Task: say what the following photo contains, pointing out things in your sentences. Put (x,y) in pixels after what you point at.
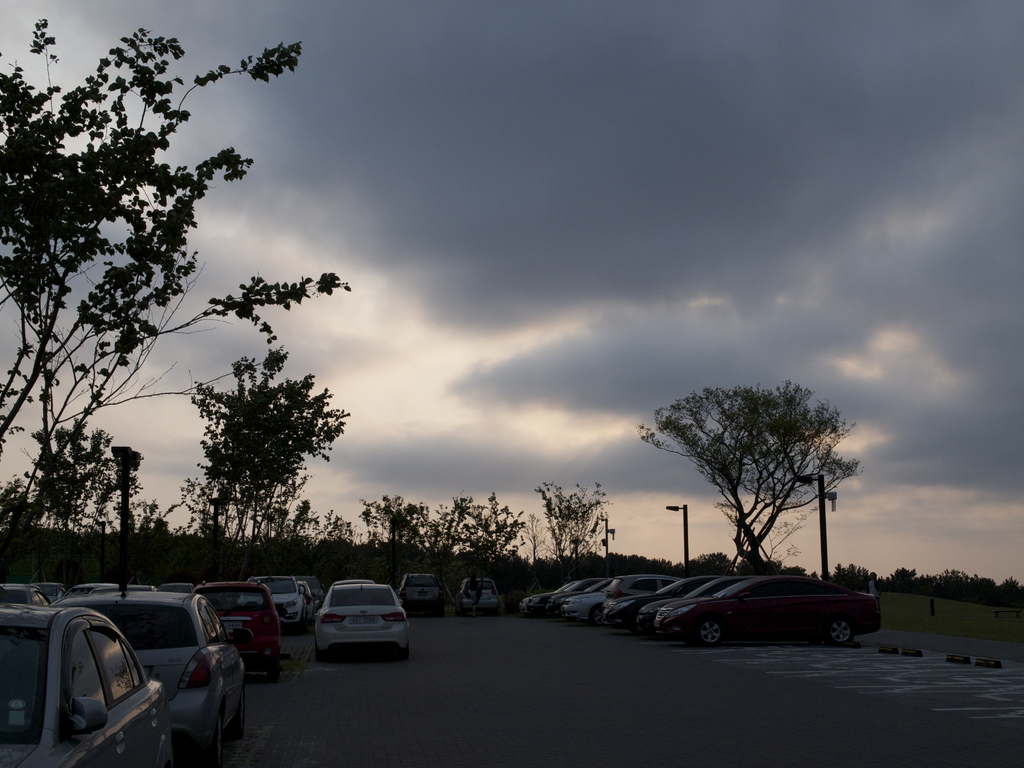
We can see cars (47,584) on road (564,723). Background (864,496) we can see trees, lights (676,508) on poles (821,512) and sky (772,360) with clouds (659,235).
